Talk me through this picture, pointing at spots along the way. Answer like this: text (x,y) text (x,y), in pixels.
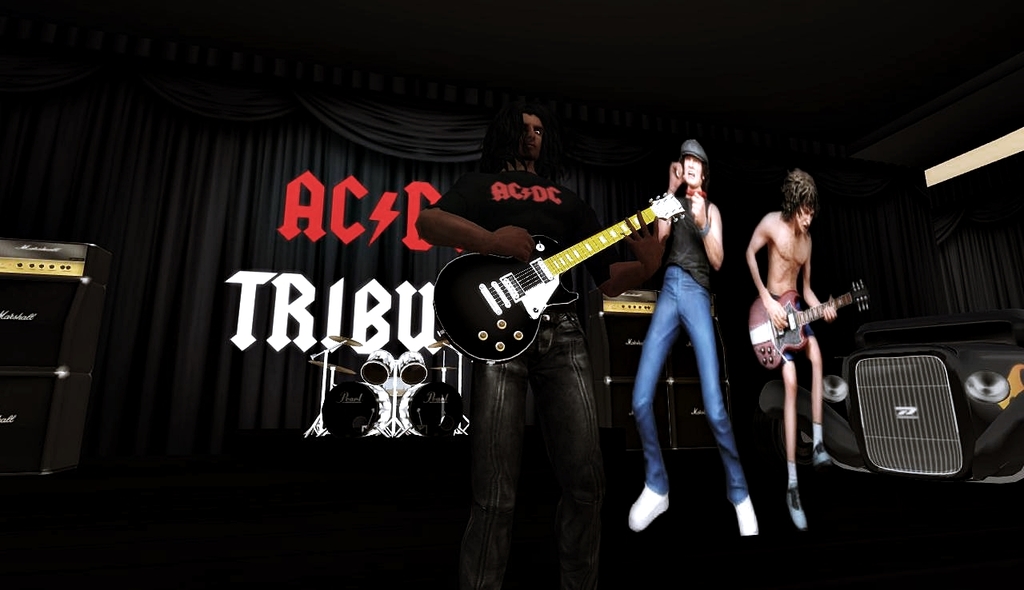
The person (448,211) wearing black shirt (508,221) is playing guitar (561,287) and beside him the person (684,282) wearing blue jeans (677,274) is singing and the other person (775,272) is playing guitar (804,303) and there are drums (395,385) in background (380,374) and the background (235,203) is black in color with something written on it.
